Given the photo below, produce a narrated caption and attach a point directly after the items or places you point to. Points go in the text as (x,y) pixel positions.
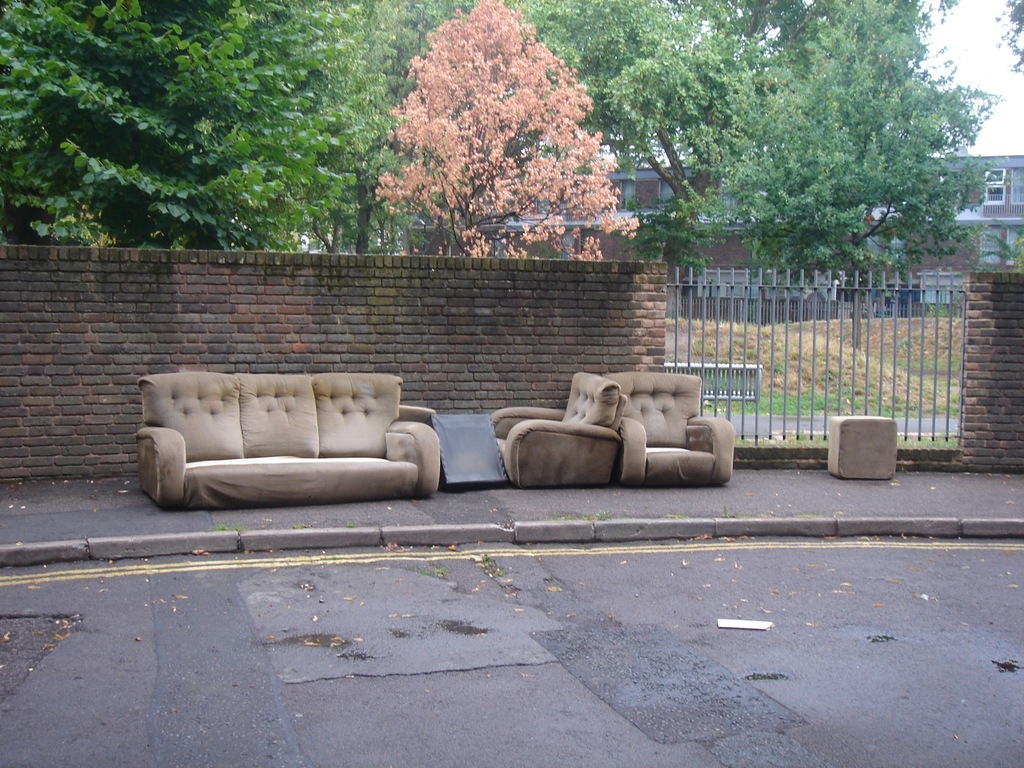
The image is outside of the city. In the image we can see a couch (338,451) on footpath (766,488), in background (959,240) there are some buildings (1002,199), window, trees (951,156) and grass (818,369) at bottom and sky (958,21) is on top (941,32). On left side (123,315) we can also see a brick wall (174,285).
